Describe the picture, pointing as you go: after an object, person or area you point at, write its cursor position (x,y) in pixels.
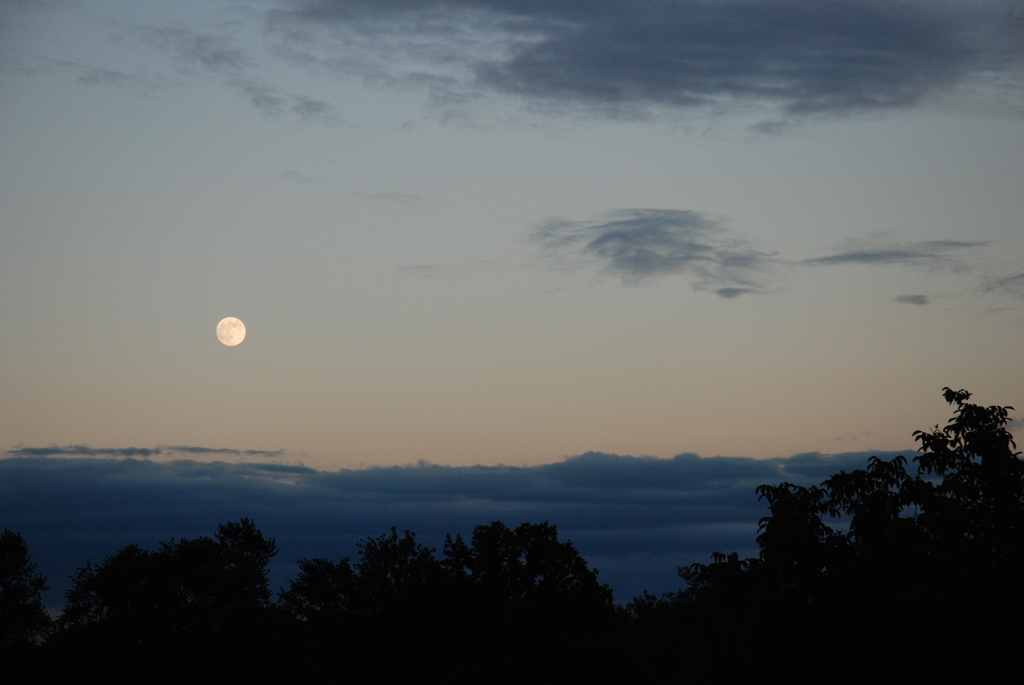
In this image, I can see the moon (225,337) and the clouds (643,258) in the sky (659,401). At the bottom of the image (113,580), I think these are the trees (673,621).
